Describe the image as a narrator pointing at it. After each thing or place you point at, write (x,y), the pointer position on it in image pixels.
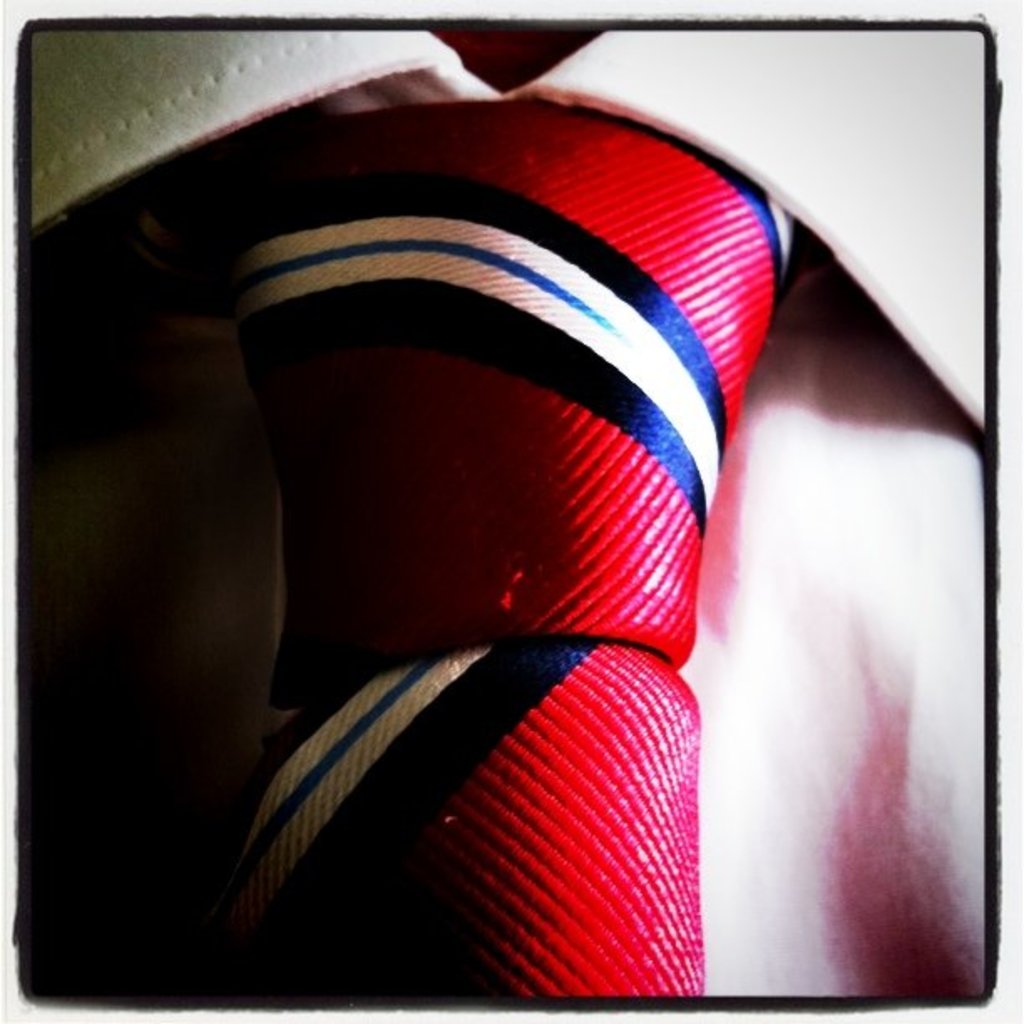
In this image we can see that there is a white color shirt (812,623) on which there is a red color tie (541,476). On the tie (570,559) there are stripes (504,310).
